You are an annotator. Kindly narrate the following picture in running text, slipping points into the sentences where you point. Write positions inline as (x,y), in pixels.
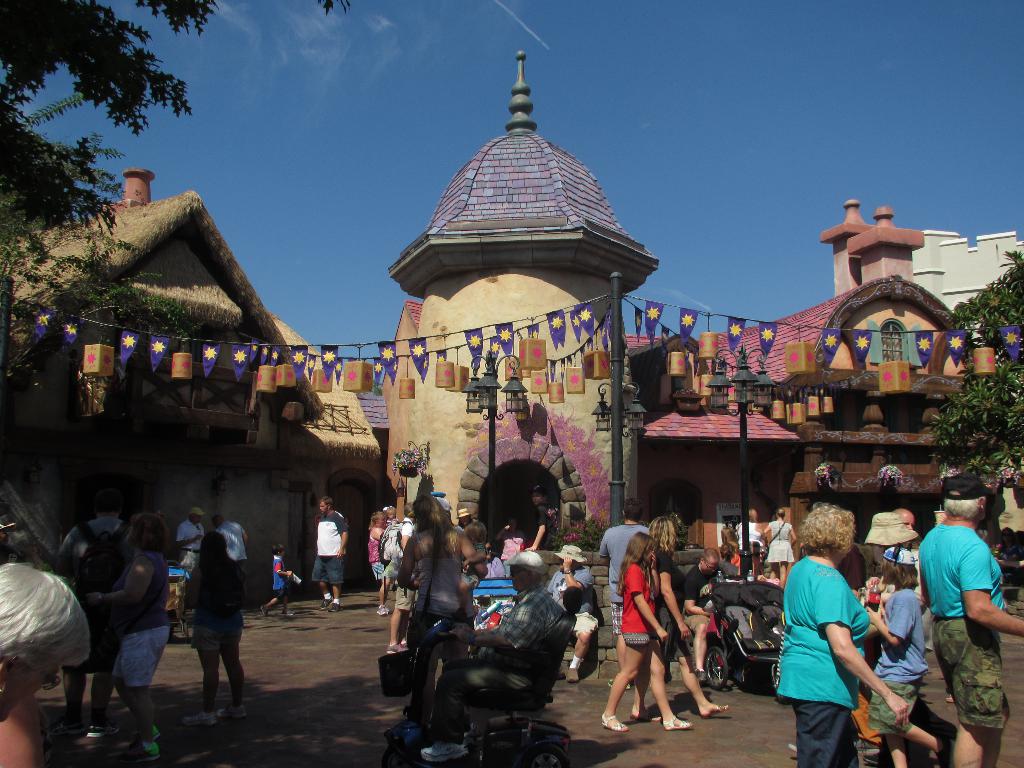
In this picture I can see number of people (442,602) in front (903,591) and I can see a man (534,596) who is sitting. In the middle of this picture (602,402) I can see the trees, few light poles (517,396) and wires (513,323) on which there are flags (503,335) and few buildings (469,314). In the background (450,146) I can see the clear sky (453,156).
